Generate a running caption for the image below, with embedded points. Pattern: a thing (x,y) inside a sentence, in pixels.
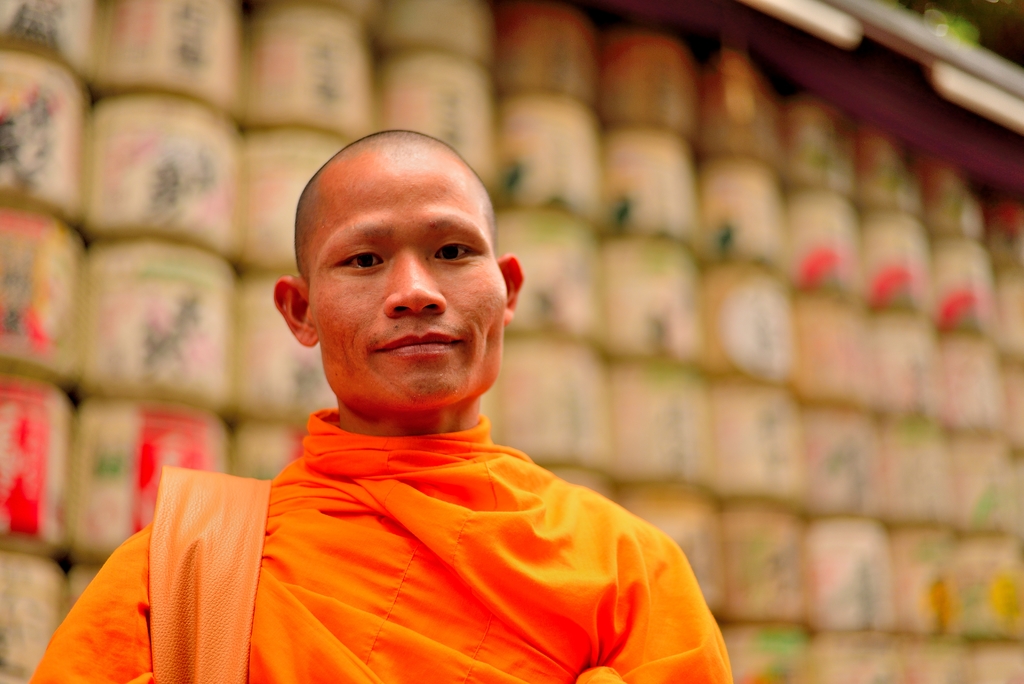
In this image we can see a person (406,497) wearing orange color clothes (391,505) and the background (610,191) is blurred.
